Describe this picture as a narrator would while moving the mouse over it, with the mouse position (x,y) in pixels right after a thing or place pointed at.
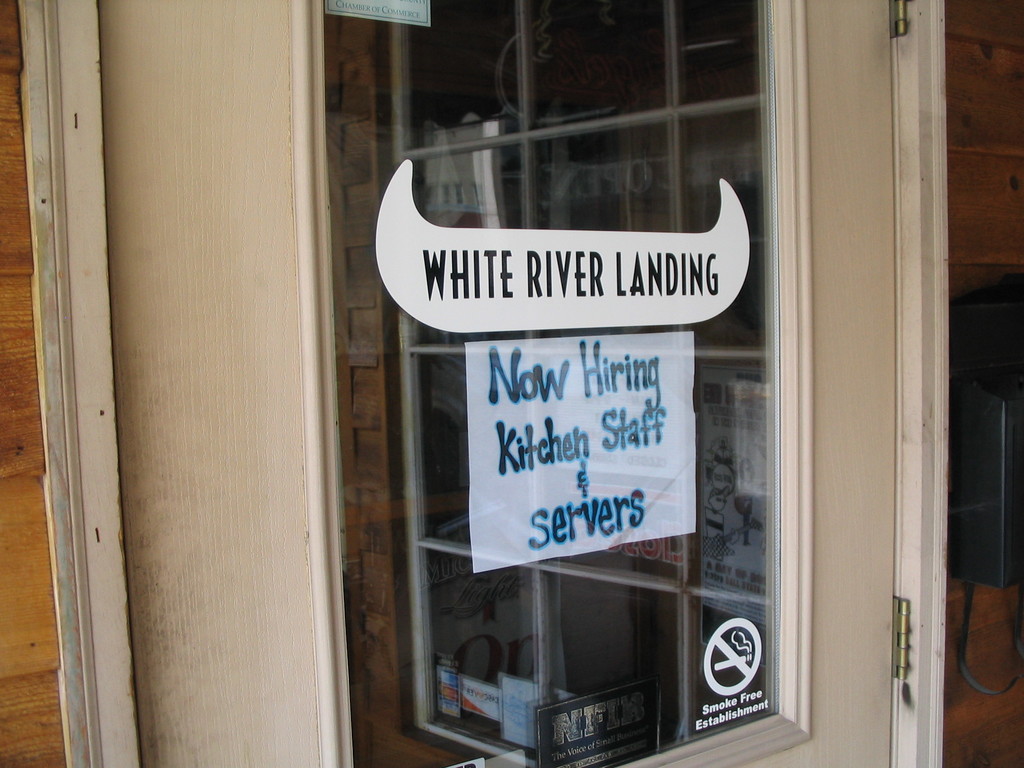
In this image we can see the wall (16,732), and a window (674,174), on the window (769,483) we can see posters (568,370) and stickers (654,289) with text (534,361) on it.
